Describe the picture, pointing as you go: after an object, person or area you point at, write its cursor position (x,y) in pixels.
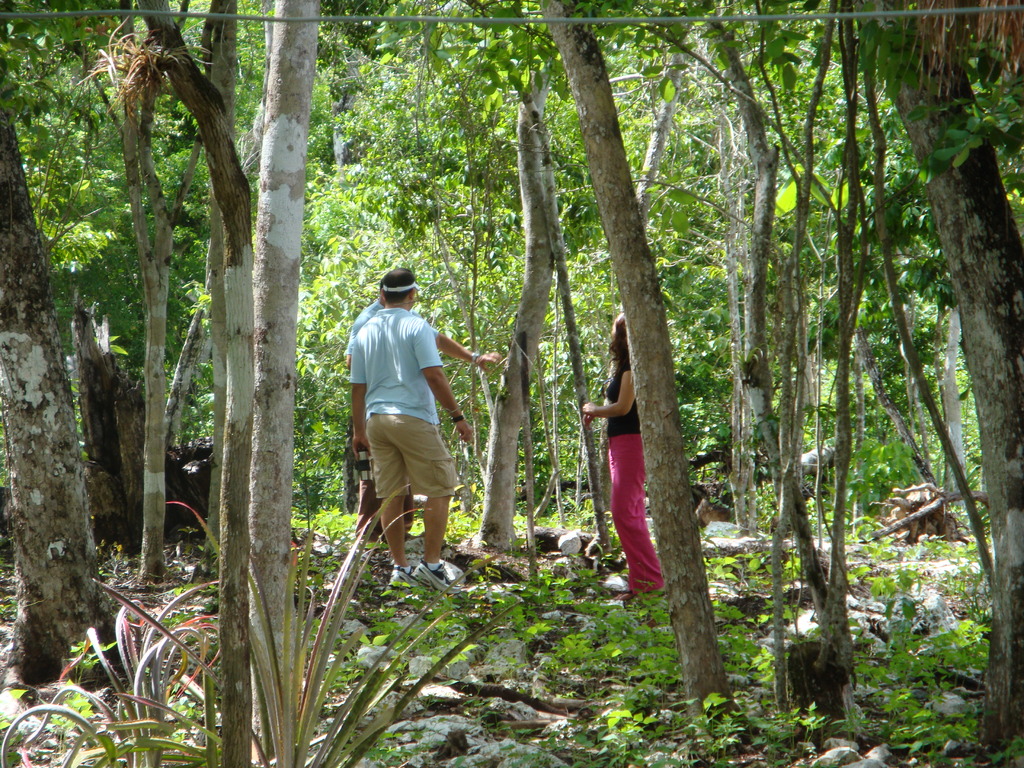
In this image, we can see people (427,504) standing and in the background (415,273), there are trees (27,218) and plants (308,597).
